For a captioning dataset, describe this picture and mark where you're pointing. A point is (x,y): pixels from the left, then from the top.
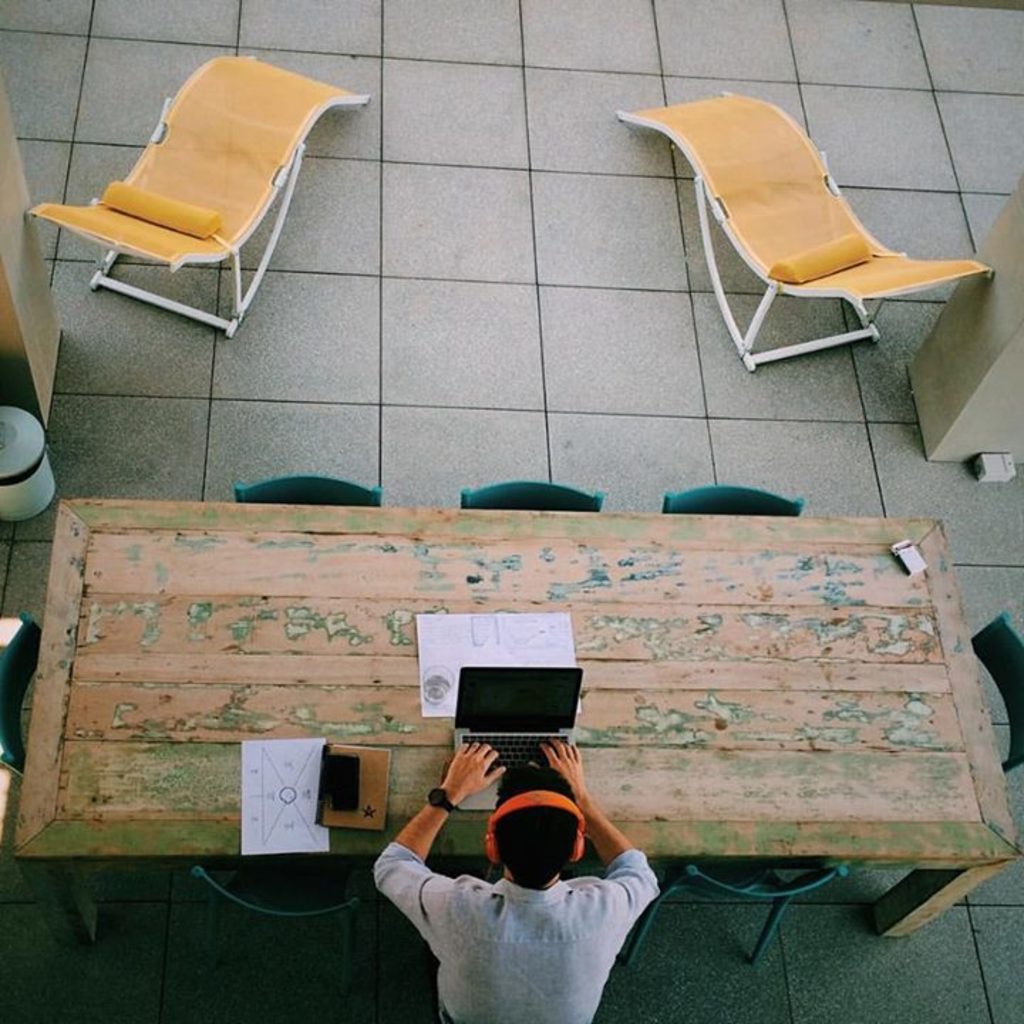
There is a room (439,209). He is sitting on a chair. He is wearing a headphones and watch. There is a table (763,799). There is a laptop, paper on a table (822,726). We can see in background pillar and chair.
